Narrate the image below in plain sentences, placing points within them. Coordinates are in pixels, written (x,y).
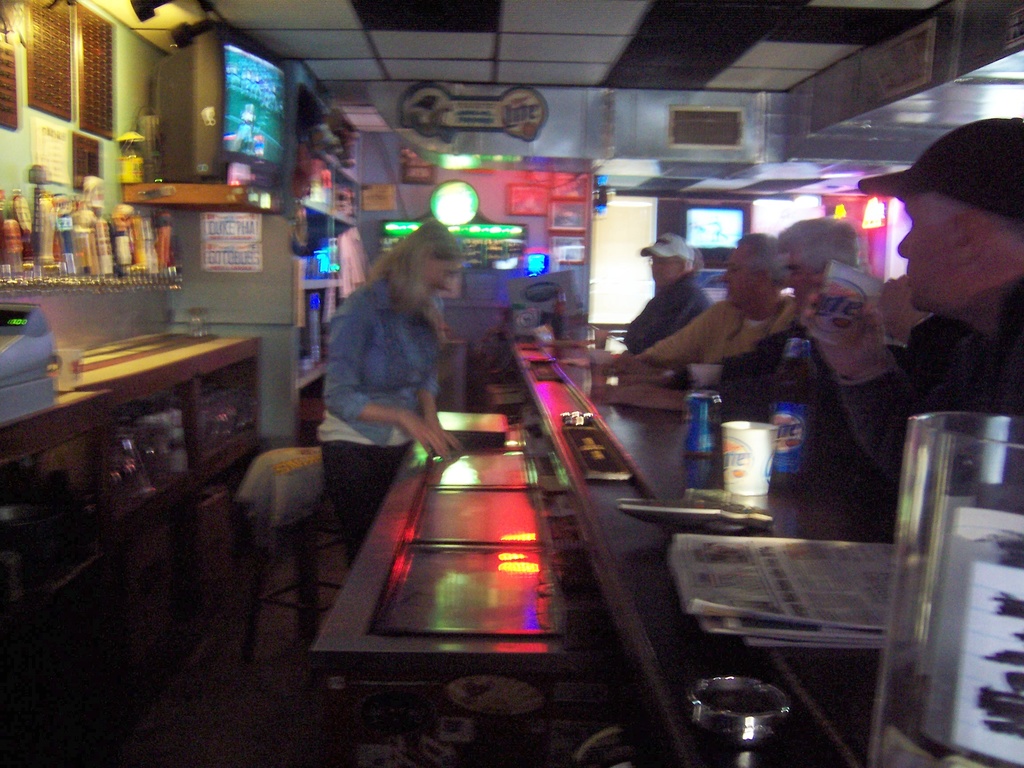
In this image there are group of people (891,279) standing, and at the bottom (689,529) there is a table (809,662) and on the table (746,656) there are some papers (729,573) and bottle (804,391), glasses (732,458) and some objects (982,647). And in the background (256,104) there is a television (237,149) and some bottles (119,227), lights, chairs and some other objects (334,152). At the top (377,51) there is ceiling (645,35).
